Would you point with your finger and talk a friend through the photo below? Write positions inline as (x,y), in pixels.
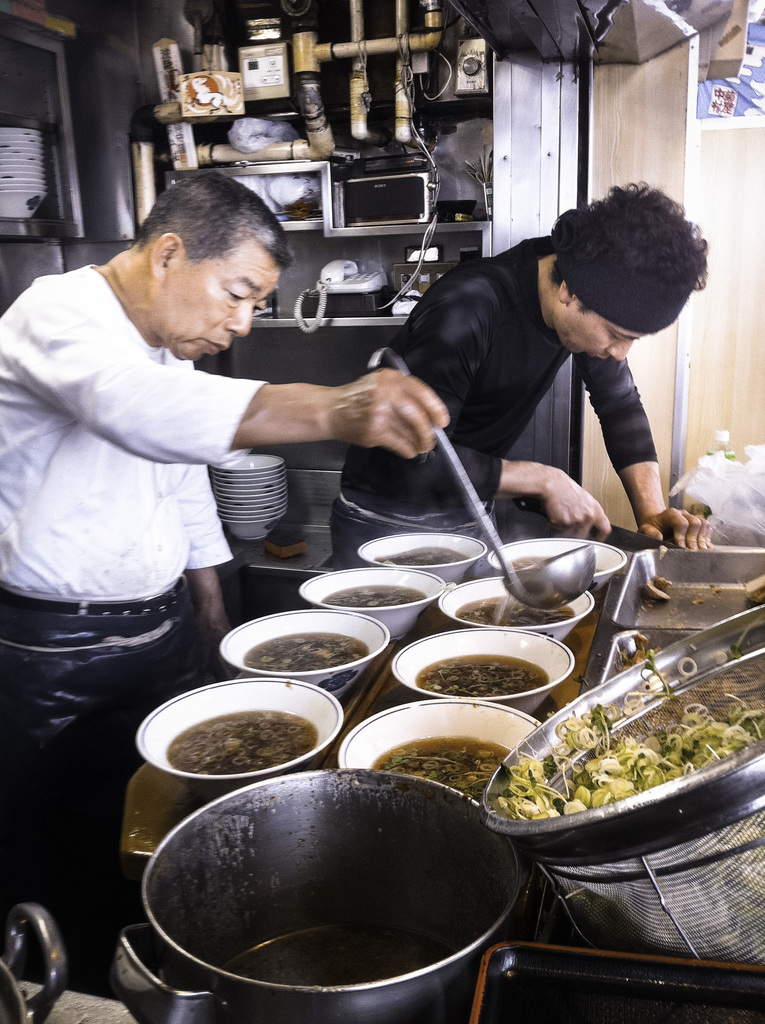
In the background (332,275) we can see the telephone (342,274), few objects (253,91) and bowls (3,155). In this picture we can see a bottle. We can see a man (81,556) holding a ladle (548,577) and an another man (579,315) holding a knife (635,537). We can see the soup (302,721) in the bowls (457,634). We can see the containers (697,575), food (701,728) in the sieve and few cooking dishes (339,978).
